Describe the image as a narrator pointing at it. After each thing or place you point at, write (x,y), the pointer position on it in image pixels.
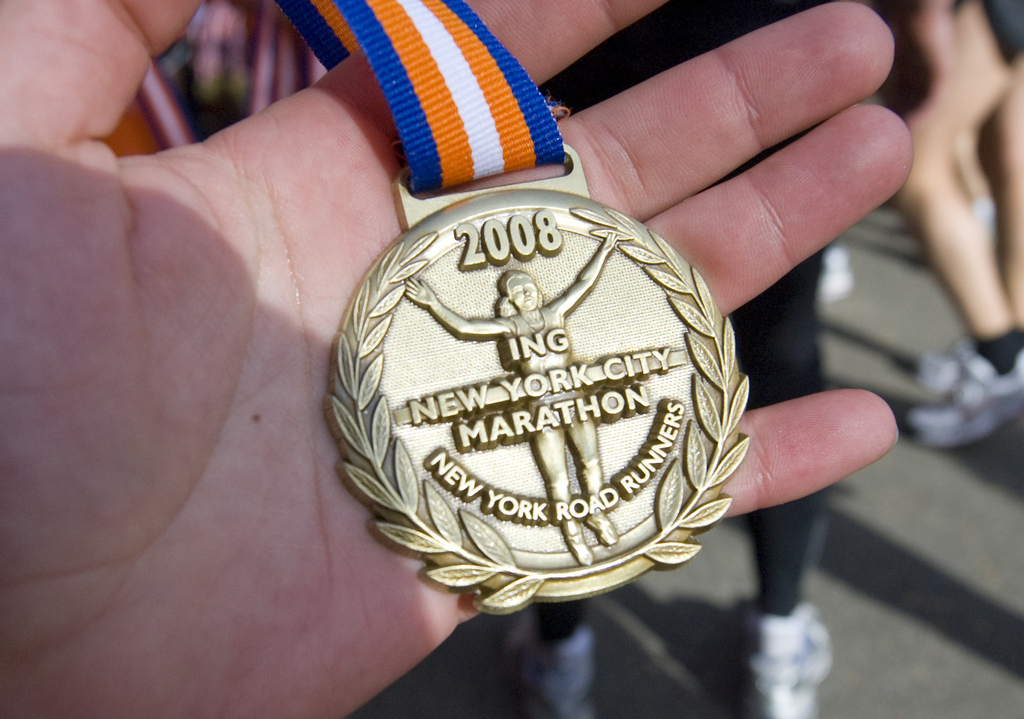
In this picture I can see there is a person (173,346) holding a medal (538,307) and it has a blue, orange and white tag (498,119). In the backdrop (1001,137) there are few people (818,513) standing.
